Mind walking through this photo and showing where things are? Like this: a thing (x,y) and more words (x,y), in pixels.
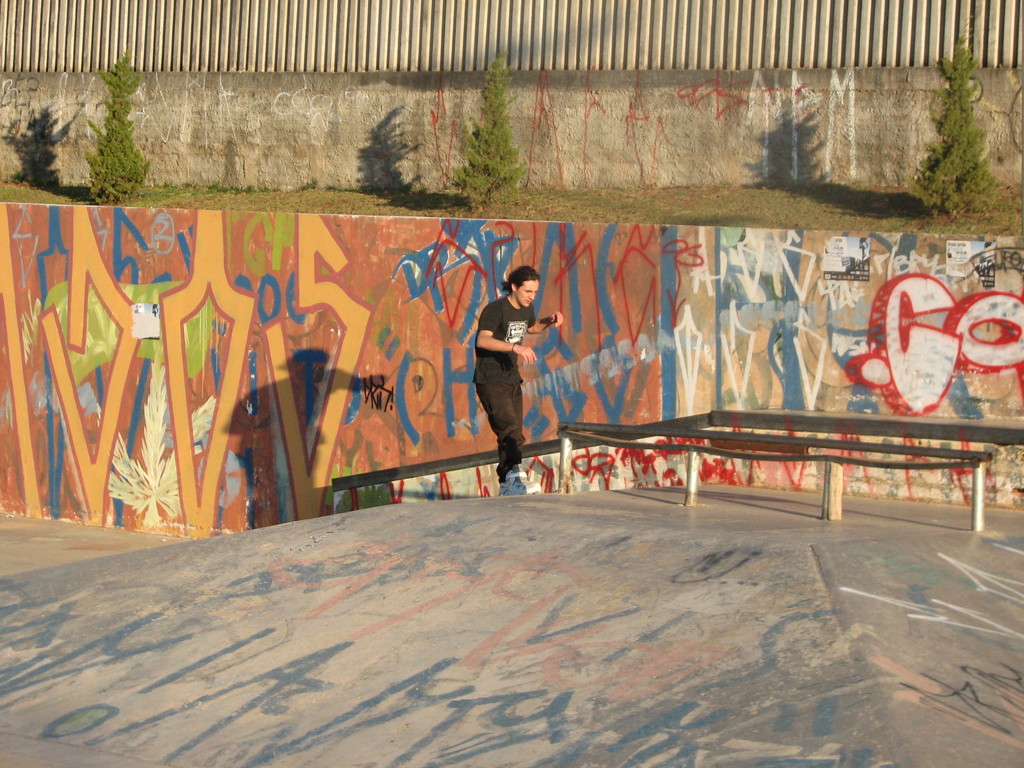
In this picture we can see a man (510,480) standing on a platform (88,615), walls (151,270) with paintings (644,383) on it and in the background (102,177) we can see trees (957,127).
